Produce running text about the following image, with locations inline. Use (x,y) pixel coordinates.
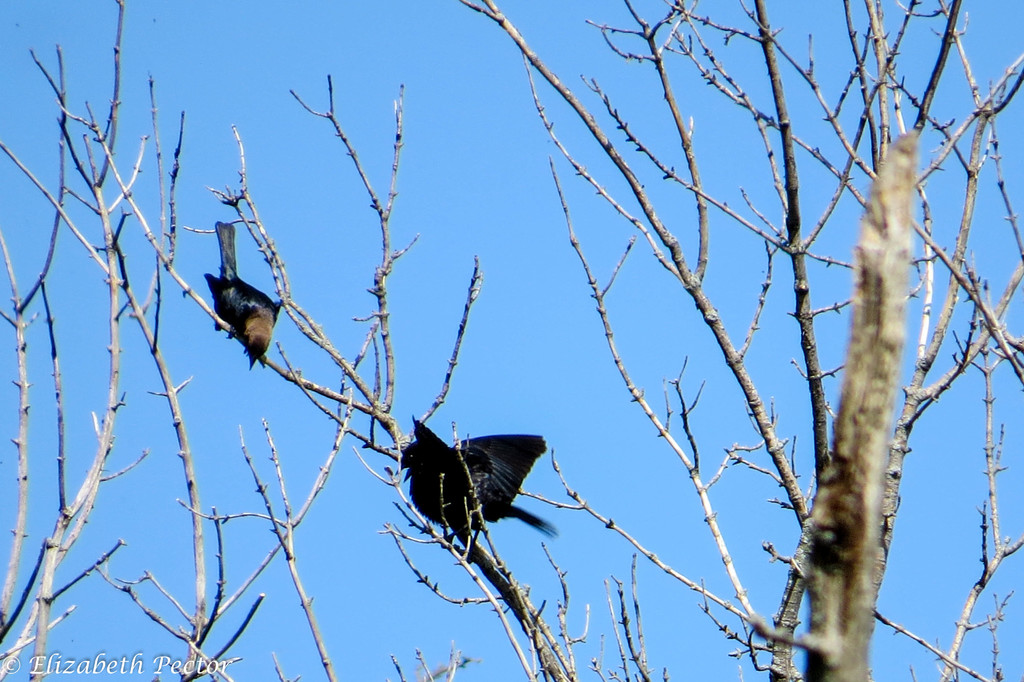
In this image we can see birds (253,330) on the tree (426,529). In the background (508,127) there is sky (484,151). At the bottom (144,664) there is text (68,662).
